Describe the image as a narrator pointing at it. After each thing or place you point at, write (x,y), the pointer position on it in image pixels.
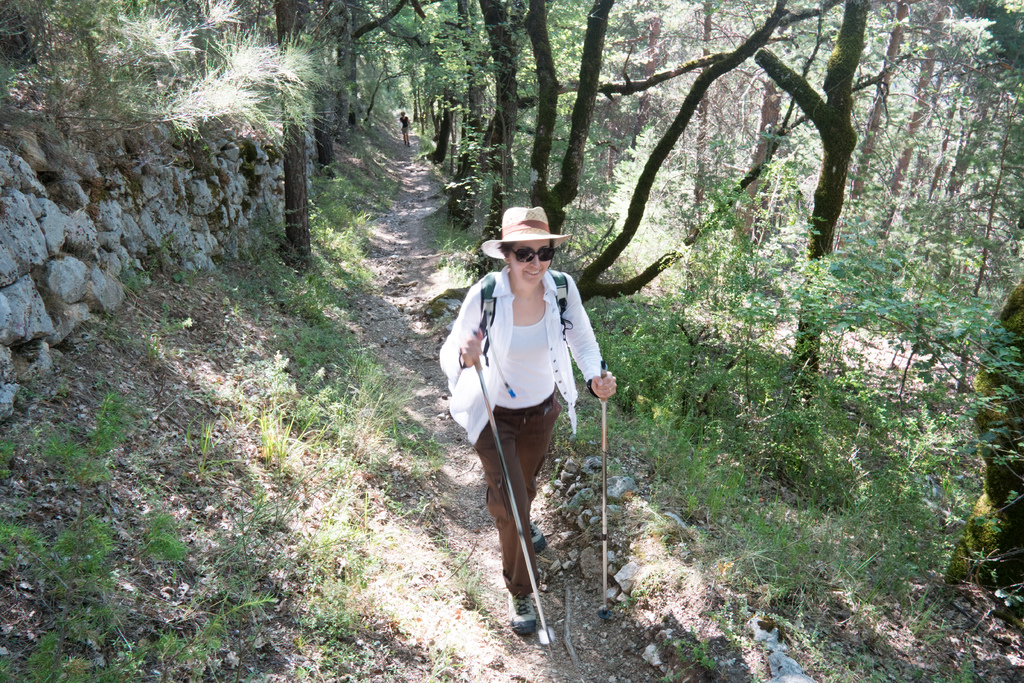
In this image there is a woman (495,392) walking, she is wearing a bag (489,308), she is wearing a hat (526,232), she is wearing goggles (534,257), she is holding an object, there are trees (395,65) towards the top of the image (557,57), there are trees (888,141) towards the right of the image (924,251), there is a rock wall (264,187) towards the left of the image (221,185).
